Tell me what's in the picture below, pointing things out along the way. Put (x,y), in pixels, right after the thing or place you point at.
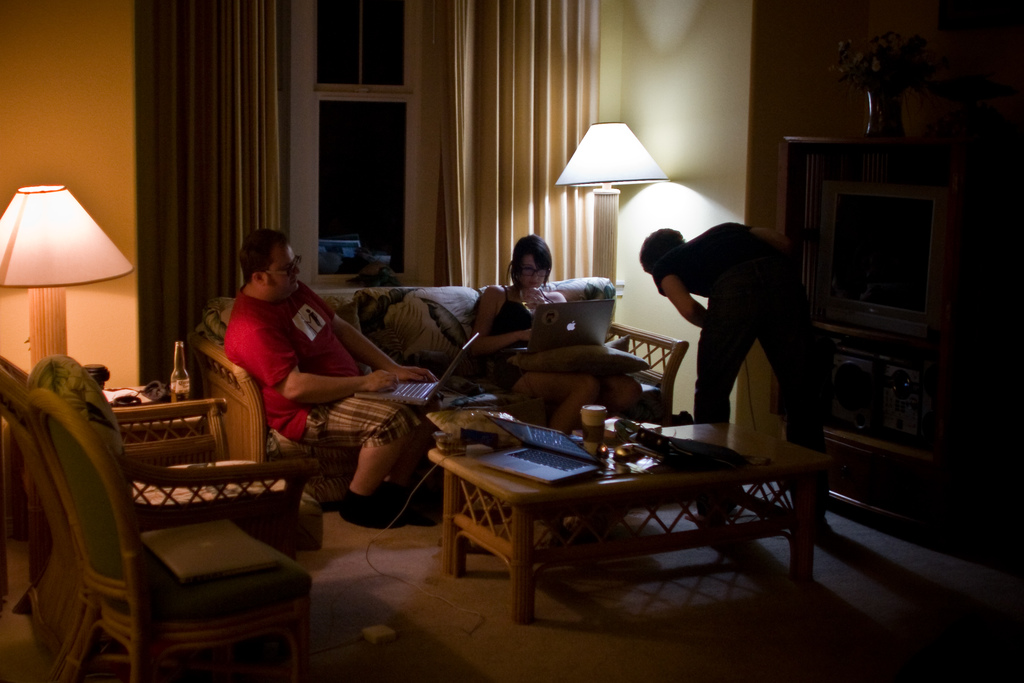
There are two persons (503,319) sitting in a sofa (442,363) and operating a laptop (540,318) and there is also another person (736,278) standing beside them and there is a table (599,490) which has a laptop (545,459) in front of them.
